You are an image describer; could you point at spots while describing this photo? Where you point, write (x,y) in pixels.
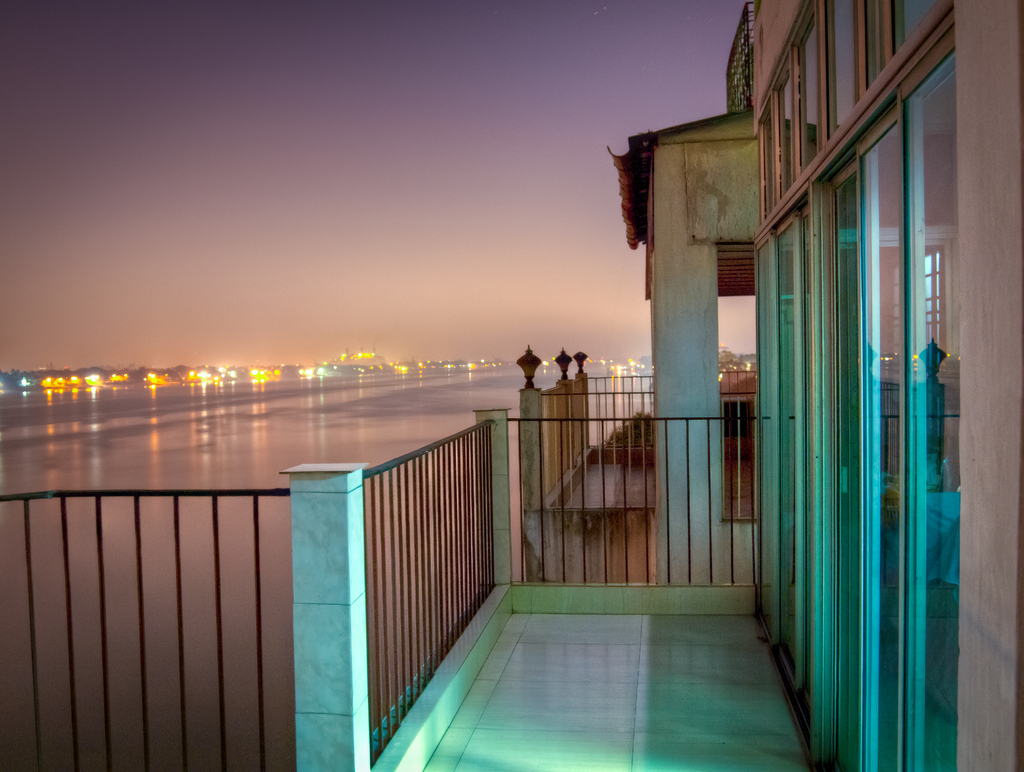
In the foreground of this image (603,666), there is floor (561,655), railing (467,567) and the glass wall (850,312) of a building (982,313). Behind it, it seems like there is another building (678,341). In the background (365,384), there is water (337,381), lights (323,374) and the sky (372,180).
